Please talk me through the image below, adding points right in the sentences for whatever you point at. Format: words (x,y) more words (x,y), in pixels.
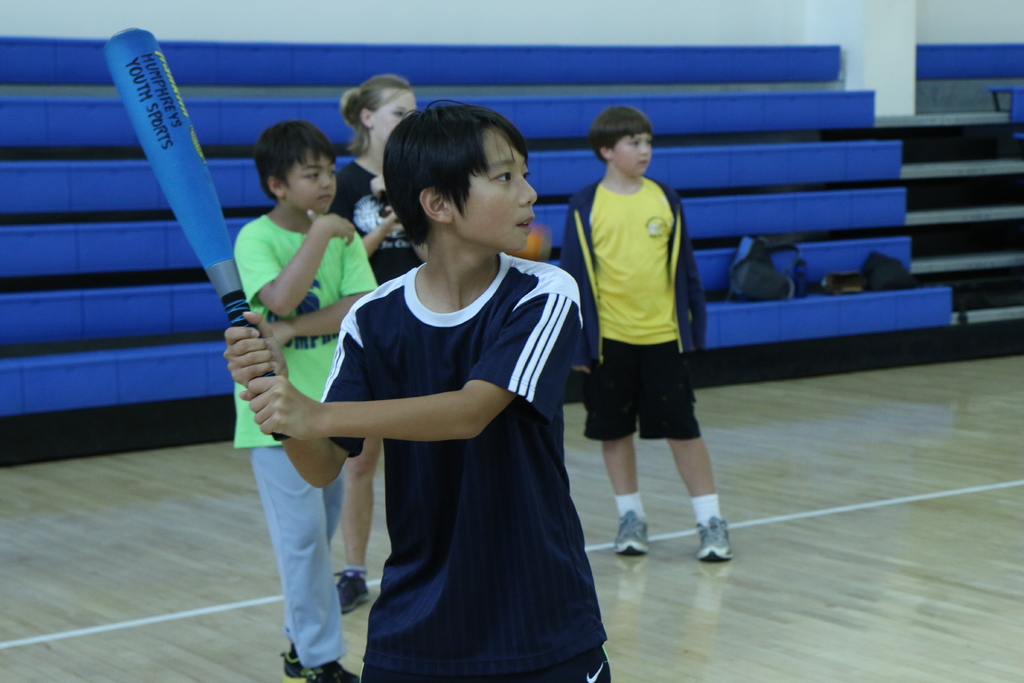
In this image we can see a boy (440,542) is standing and holding blue color bat (167,139) in his hand (280,423) and wearing dark blue color t-shirt (468,594). Background (369,148) three children (641,199) are standing. One is wearing yellow color t-shirt (636,241) and the other one is wearing green color t-shirt (347,293) and the third one is wearing black color t-shirt (400,251). Behind them sitting area (835,99) of the room (838,224) is present.
